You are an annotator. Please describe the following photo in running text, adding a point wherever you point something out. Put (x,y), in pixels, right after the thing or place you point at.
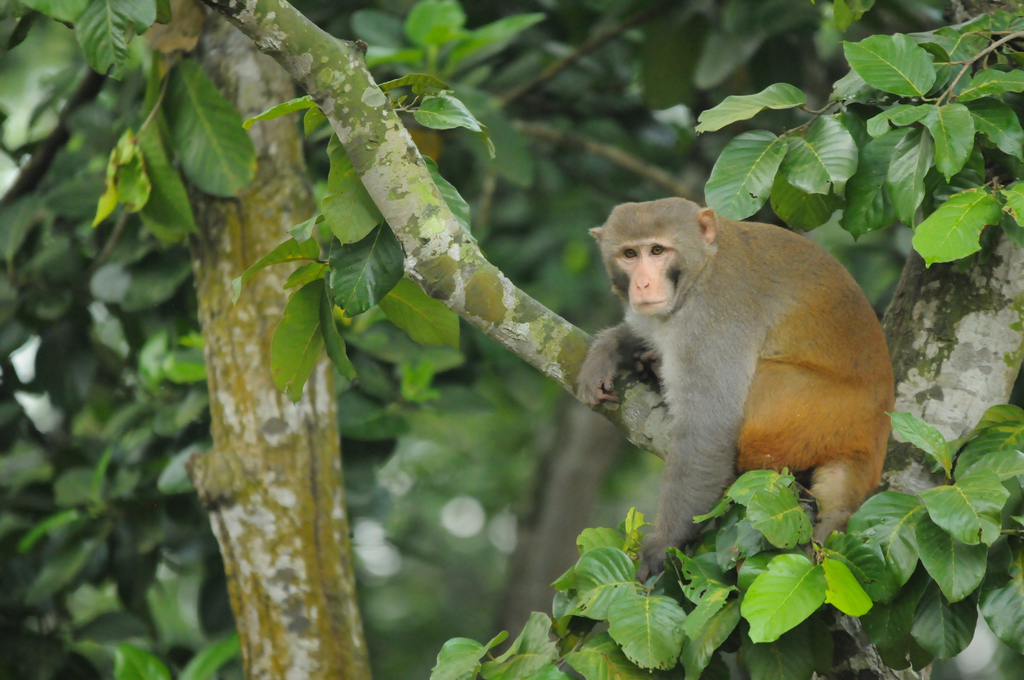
This picture is clicked outside. On the right (743,239) we can see a monkey (686,353) seems to be sitting on the branch (463,315) of a tree (729,508). In the foreground (602,603) we can see the green leaves (611,603). In the background (55,388) we can see the trees (21,611).
